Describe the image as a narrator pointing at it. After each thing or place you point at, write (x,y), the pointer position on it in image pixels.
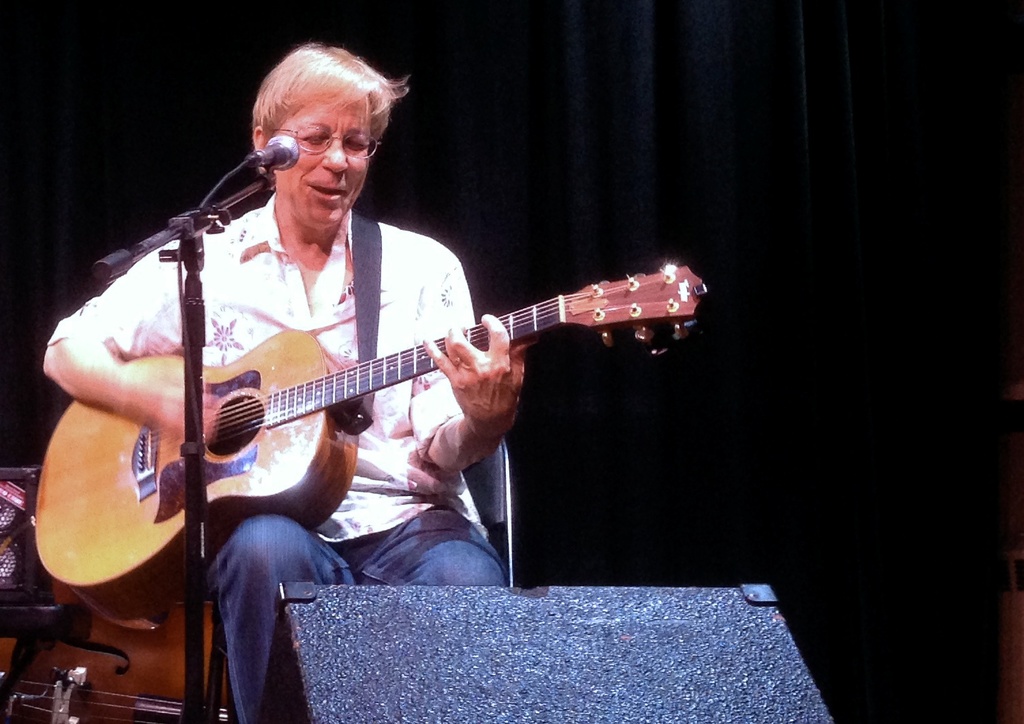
A woman (337,181) is playing guitar (259,355) and there is a mic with stand (194,551).
